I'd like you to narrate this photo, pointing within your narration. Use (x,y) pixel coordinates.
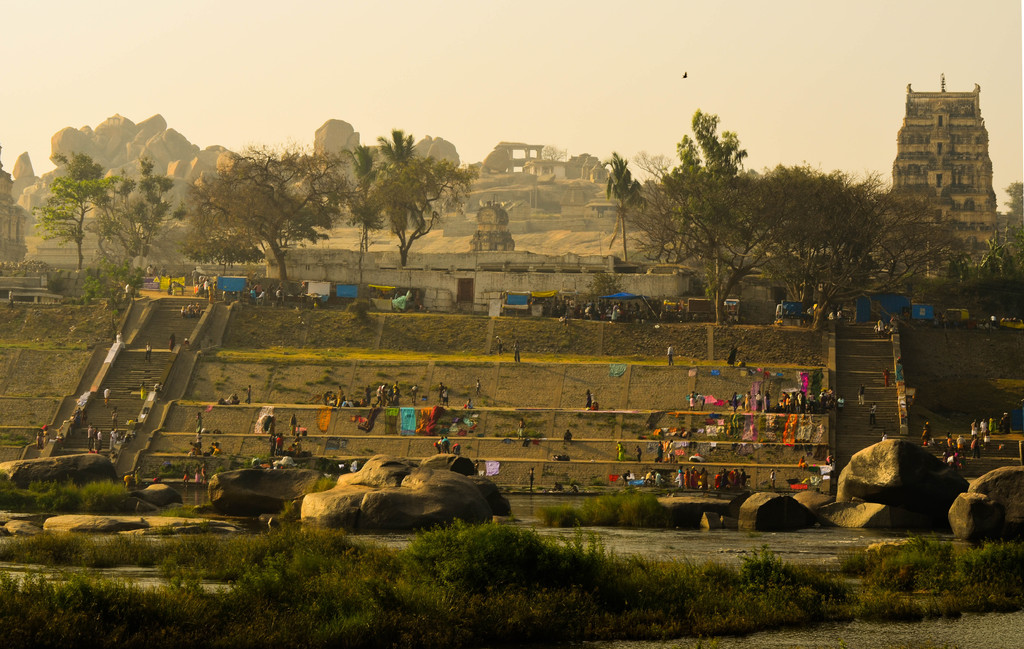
This image consists of a temple (19,223). There are stairs (197,325) on the left side (121,333) and right side. There are so many people (567,432) standing in the middle (627,307). There is water (696,543) at the bottom (725,542). There are trees (80,161) in the middle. There are bushes (570,517) at the bottom (747,593). There is temple (944,98) on the right side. There is sky (652,70) at the top (441,65).
